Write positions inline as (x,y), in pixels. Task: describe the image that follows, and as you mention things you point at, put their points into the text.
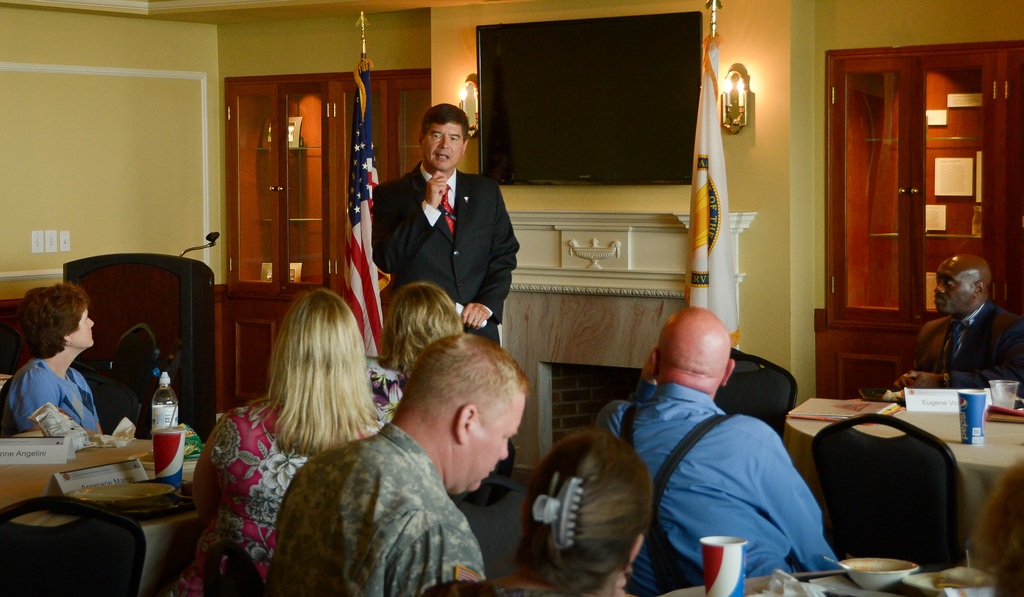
some persons (384,483) are sitting on the chairs (872,535) in front of them there is a table (842,580) on the table (858,592) we have some Cup (973,408) glasses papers (786,580) boards (956,409) opposite to them one person (476,246) is standing and his speaking back of the person (454,141) there is a television (622,108) and two flags (364,251) one is at right side (708,308) and one is at left side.
